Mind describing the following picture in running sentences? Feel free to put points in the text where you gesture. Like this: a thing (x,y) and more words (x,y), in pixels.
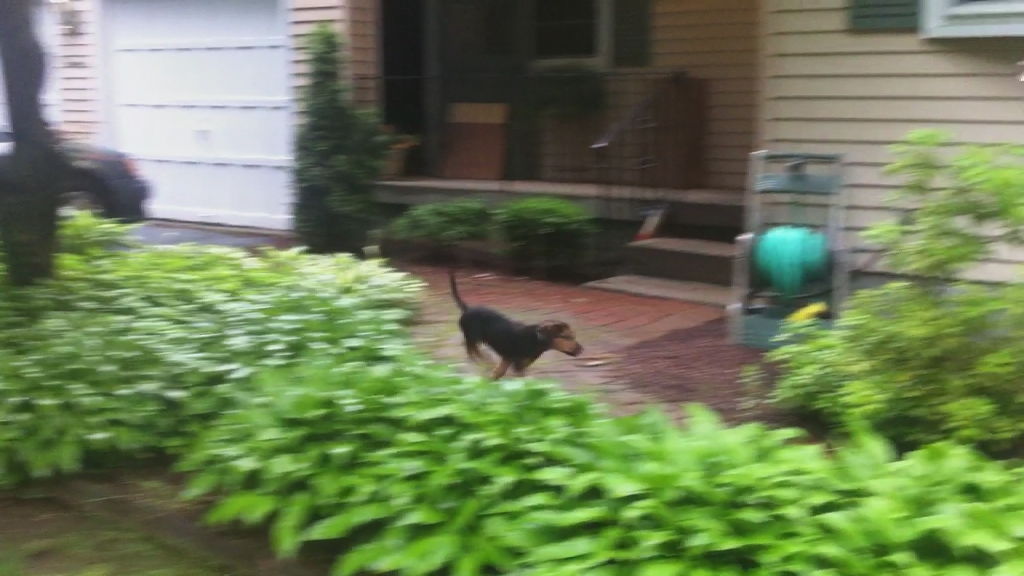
In this image, we can see plants (370,470) and there is a dog (522,345). In the background (276,114), there is a building (787,132) and we can see some stairs (690,251).
